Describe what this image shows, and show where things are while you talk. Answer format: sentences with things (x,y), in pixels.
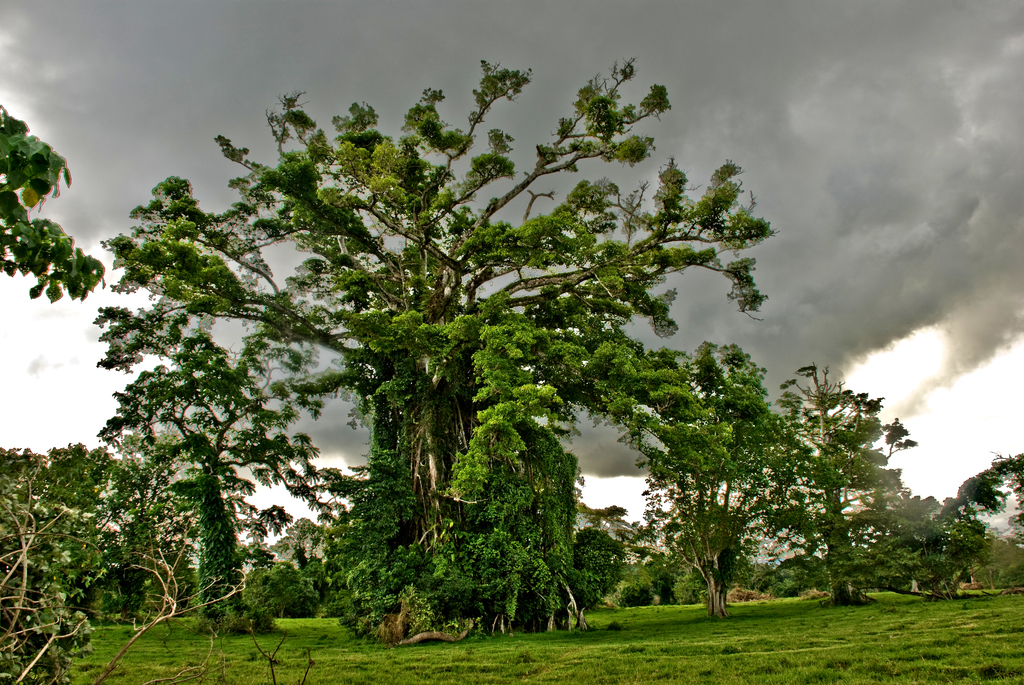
At the bottom (643,643) we can see grass (720,629). In the background (311,471) there are trees (298,330) and clouds (950,129) in the sky (778,125).
